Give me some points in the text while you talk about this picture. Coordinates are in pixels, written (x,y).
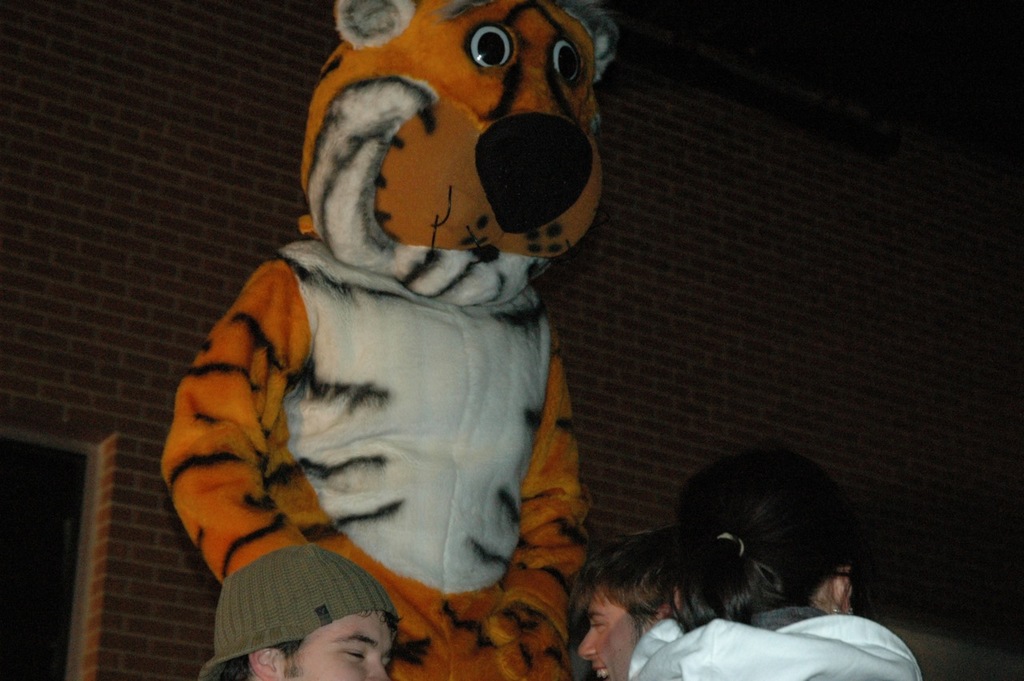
In this picture we can see a tiger (437,678). There is a woman (830,643). We can see two men (284,638) smiling. There are brick walls (696,165) in the background (803,435).
